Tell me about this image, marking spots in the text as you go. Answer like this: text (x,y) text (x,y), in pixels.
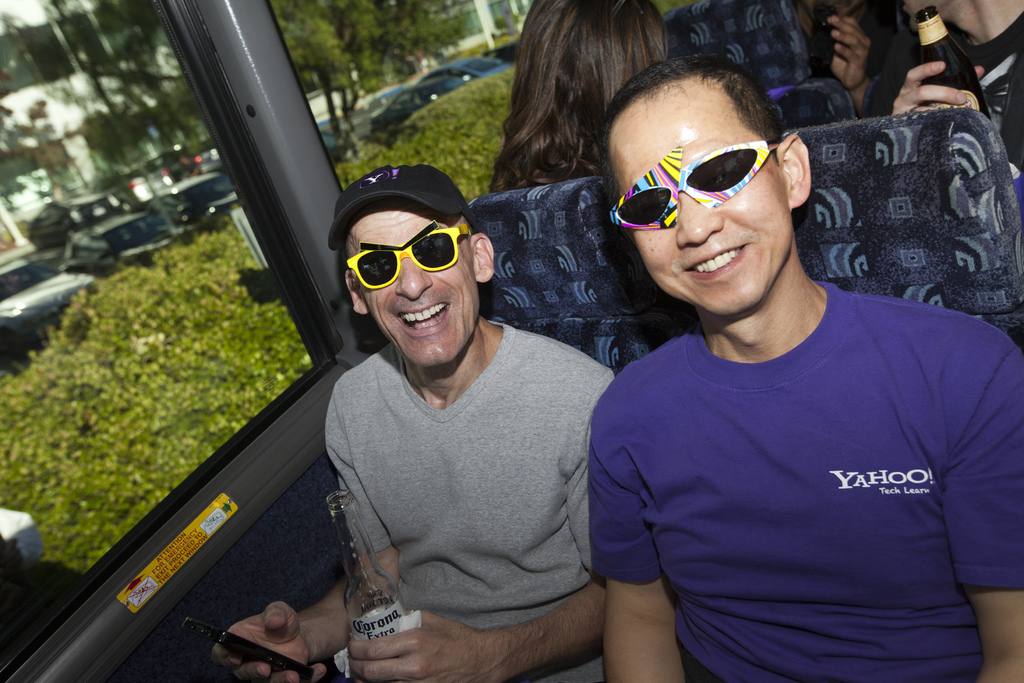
In this image we can see group of persons (519,509) sitting on chairs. Two persons (750,410) are wearing goggles (430,253). One person (459,532) is wearing a grey t shirt (506,560) is holding mobile (272,656) in his hand (298,650) and a bottle (365,600) in the other hand (411,645). In the background (438,63), we can see a group of cars (11,316) parked on the road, a group of trees (103,128) and buildings (68,129).
